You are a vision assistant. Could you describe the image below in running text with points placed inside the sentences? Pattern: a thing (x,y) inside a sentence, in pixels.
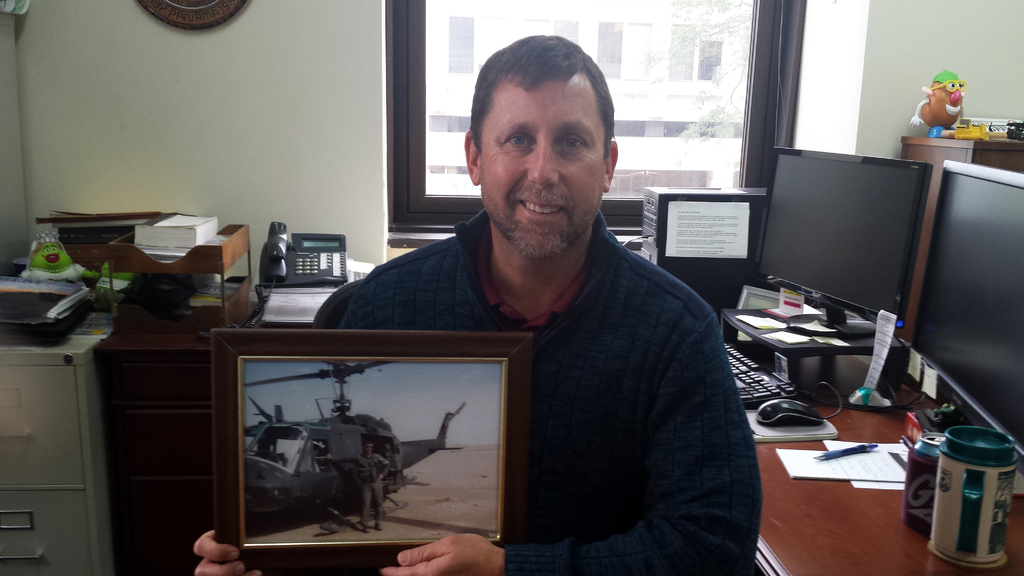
In this picture we can see a person (541,341) is holding a photo frame (406,383). Behind the man (517,282) there are desks (823,533) and on the desks (777,444) there is a mouse (779,408), keyboard (749,357), book (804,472), papers (804,454), pen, monitors (811,256), CPU (677,241), telephone (305,247), a toy (62,263) and some objects (202,331). On the right side of the monitors (896,191), it looks like a cabinet (942,155) and on the cabinet (940,140) there are toys (937,116). Behind the CPU (665,234) there's a wall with glass window (644,82) and an object (198,4). Behind the window (648,125) there is a tree (713,125) and a building (640,78).
